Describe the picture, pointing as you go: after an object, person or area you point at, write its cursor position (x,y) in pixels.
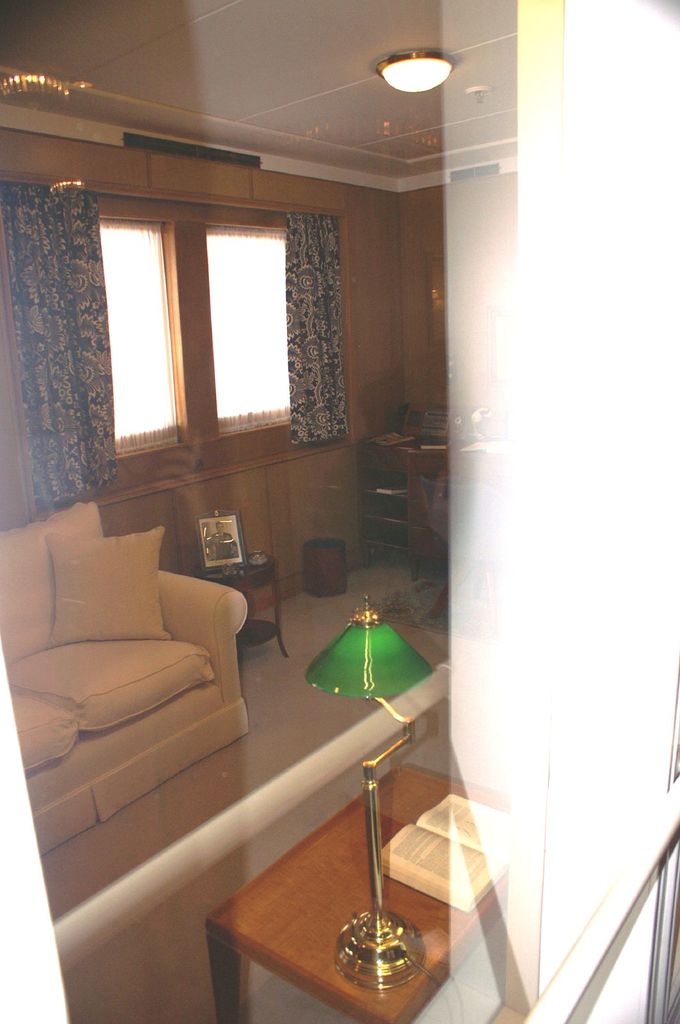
In this picture we can see inside of the house (425,267). There is a couch (71,749). On the couch (56,771) we can see pillow (96,564). On the background (190,177) we can see wall (191,306), window (211,299), curtain (16,255). On the top (401,69) we can see light (409,75). This is floor (208,799). There is a table (320,964). On the table (414,903) we can see book (448,876), lamp (345,654). There is stand (249,575). On the stand (264,568) there is a photo frame (232,554).
